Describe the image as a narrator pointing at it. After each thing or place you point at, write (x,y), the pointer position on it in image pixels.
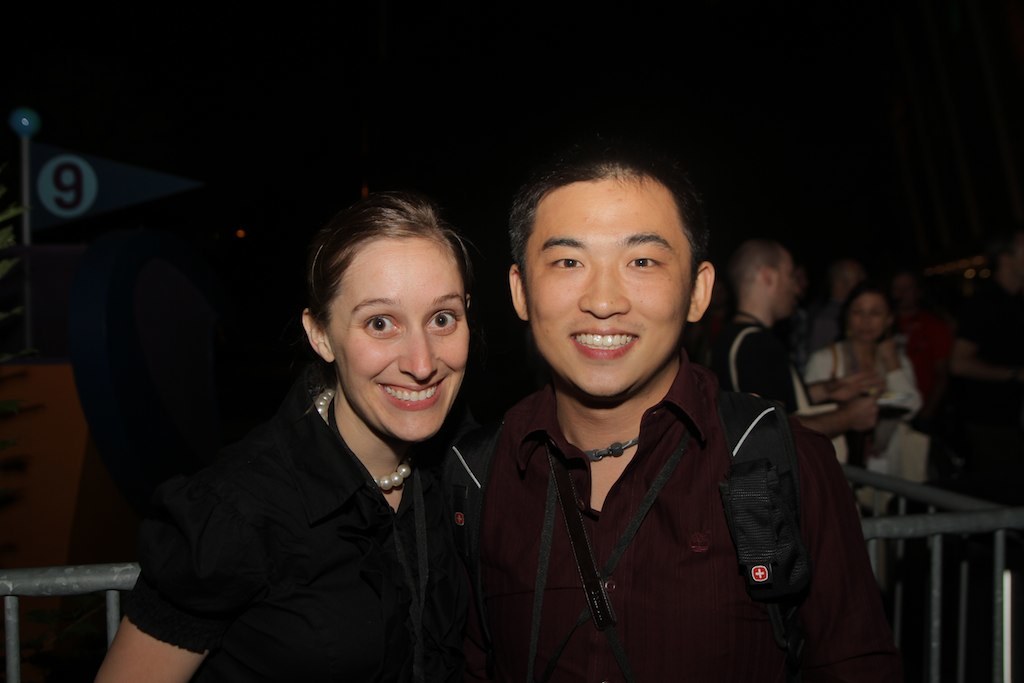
In the center of the image (574,415) we can see a man (602,248) and a lady (404,433) standing and smiling. In the background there are people (901,387). At the bottom (962,641) there is a railing (941,523).
